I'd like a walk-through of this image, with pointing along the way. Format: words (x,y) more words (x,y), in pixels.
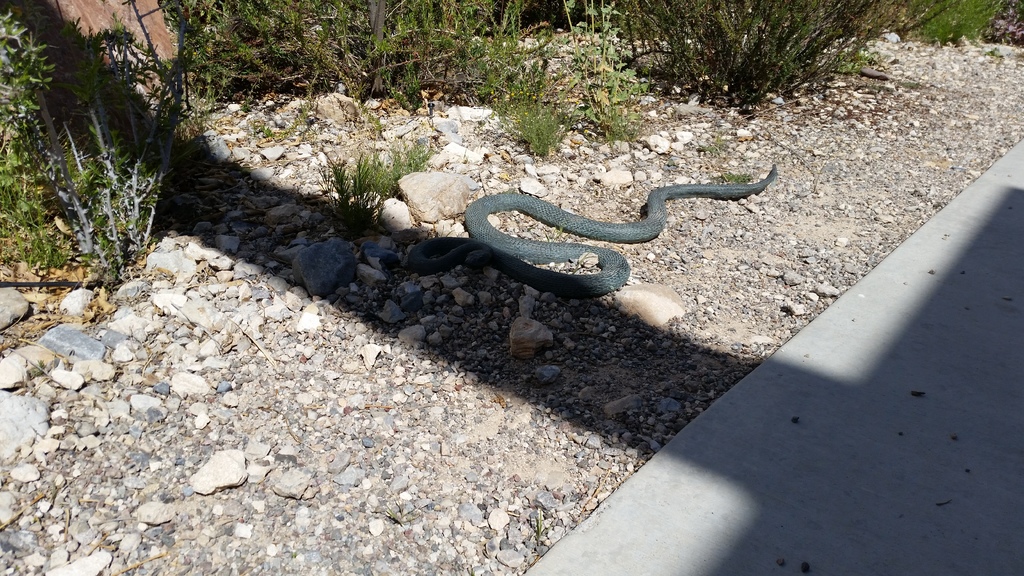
In this image, we can see some plants (370,25). There is a snake (680,192) in the middle of the image (422,251).
